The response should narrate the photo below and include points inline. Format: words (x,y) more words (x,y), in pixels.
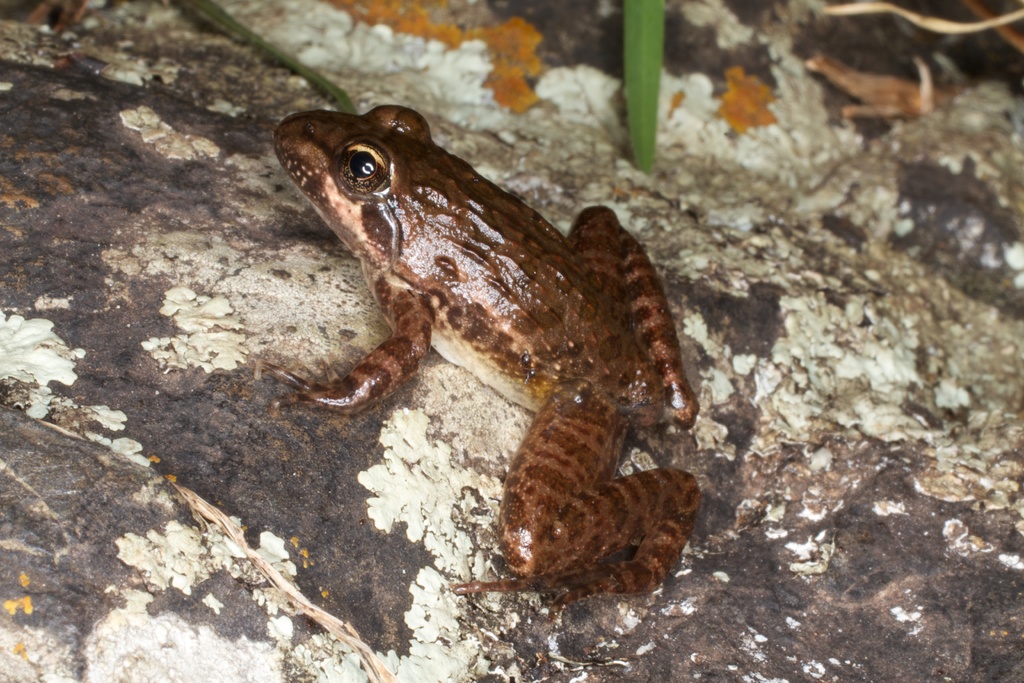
In this picture I can see there is a frog (481,293) on the stone (644,239), there is a leaf (645,146) at the top of the image (624,112).
